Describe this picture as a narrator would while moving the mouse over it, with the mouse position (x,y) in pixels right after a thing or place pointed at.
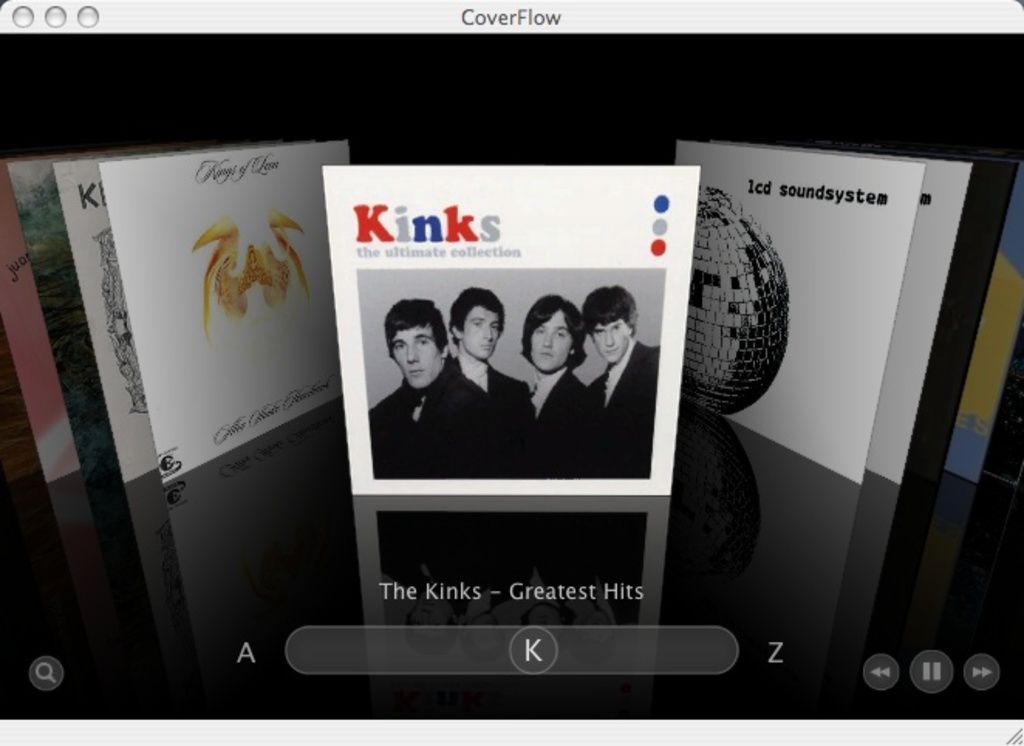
In the picture I can see the music player (520,97) and I can see the album cover pictures (476,256).
